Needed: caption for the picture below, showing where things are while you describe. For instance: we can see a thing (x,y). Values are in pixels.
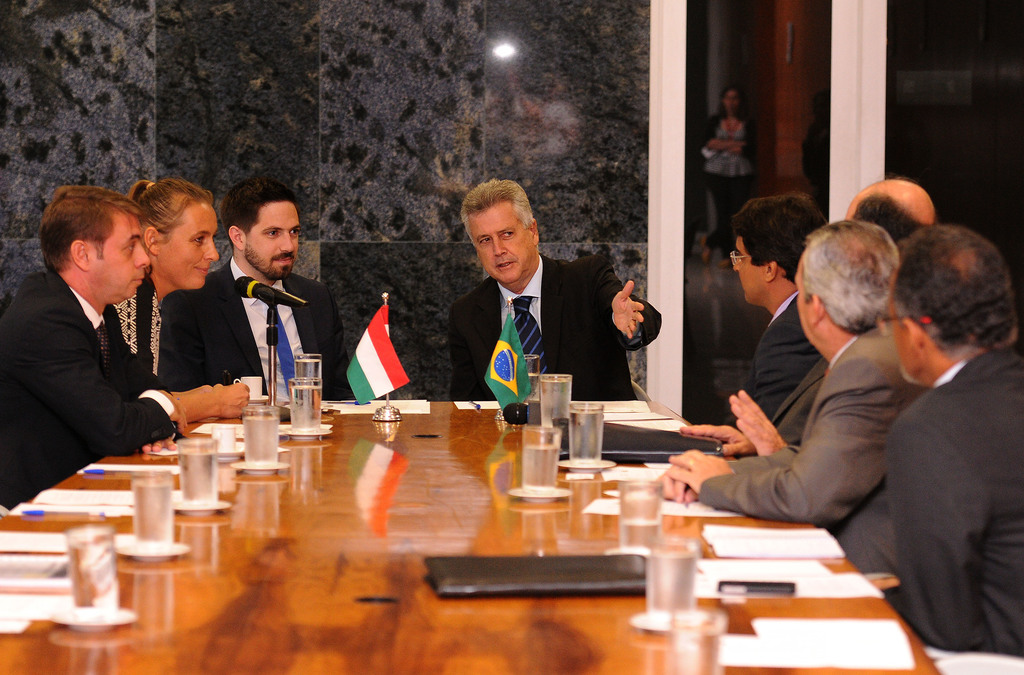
In the given image we can see that, there are eight persons (778,332) sitting on chair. There is a table (319,481) on which glasses (202,480) are kept. There are two flags (370,354) of different countries.
